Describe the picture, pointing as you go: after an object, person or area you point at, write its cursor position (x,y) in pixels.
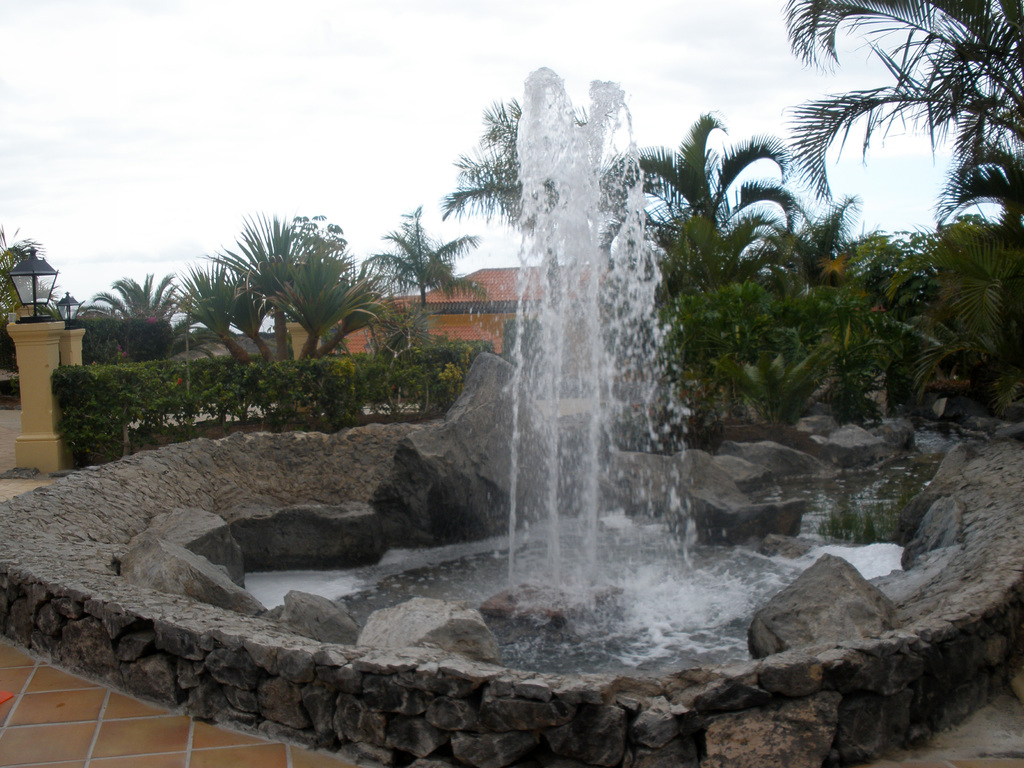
In this picture there is a fountain (519,528) and rocks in the center of the image (561,267) and there are houses (513,305) and trees (954,331) in the background area of the image (437,255), there are lamp pillars (34,257) on the left side of the image (19,296).
